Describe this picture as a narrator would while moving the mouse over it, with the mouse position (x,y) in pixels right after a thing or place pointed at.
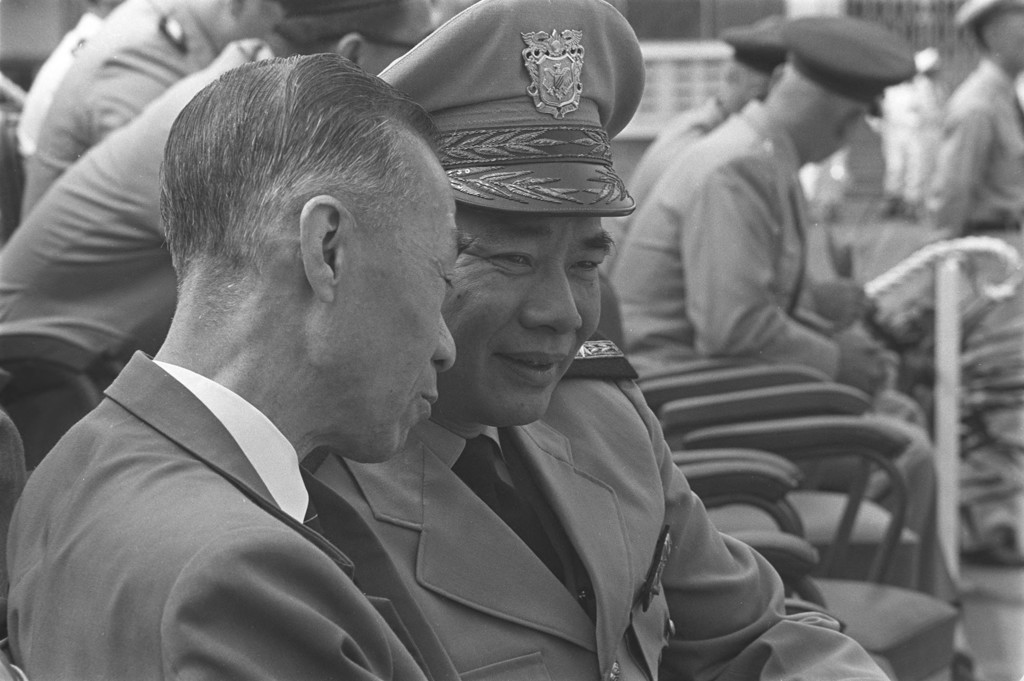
In this image I can see number of people (655,278) where few are standing and few are sitting on chairs (732,502). I can also see most of them are wearing uniforms (667,263) and caps (464,133). I can see this image is black and white in colour.
